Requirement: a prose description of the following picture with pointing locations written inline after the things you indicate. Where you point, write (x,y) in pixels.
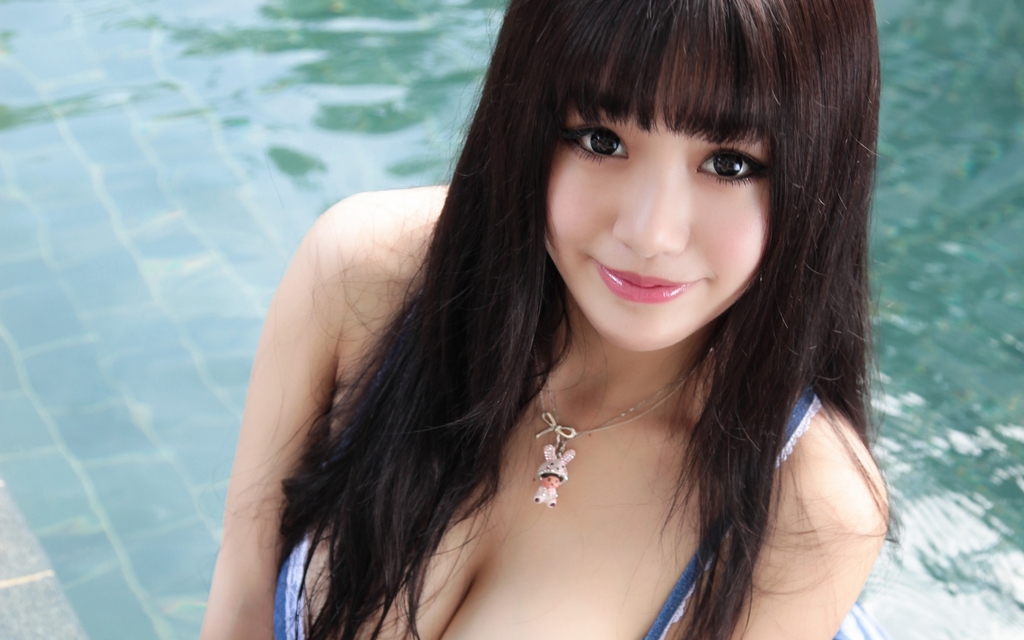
In this image I can see the person (697,455) wearing the blue and white color dress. In the background (452,65) I can see the water (385,64). I can see the reflection (341,71) of trees (365,74) in the water (262,83).
